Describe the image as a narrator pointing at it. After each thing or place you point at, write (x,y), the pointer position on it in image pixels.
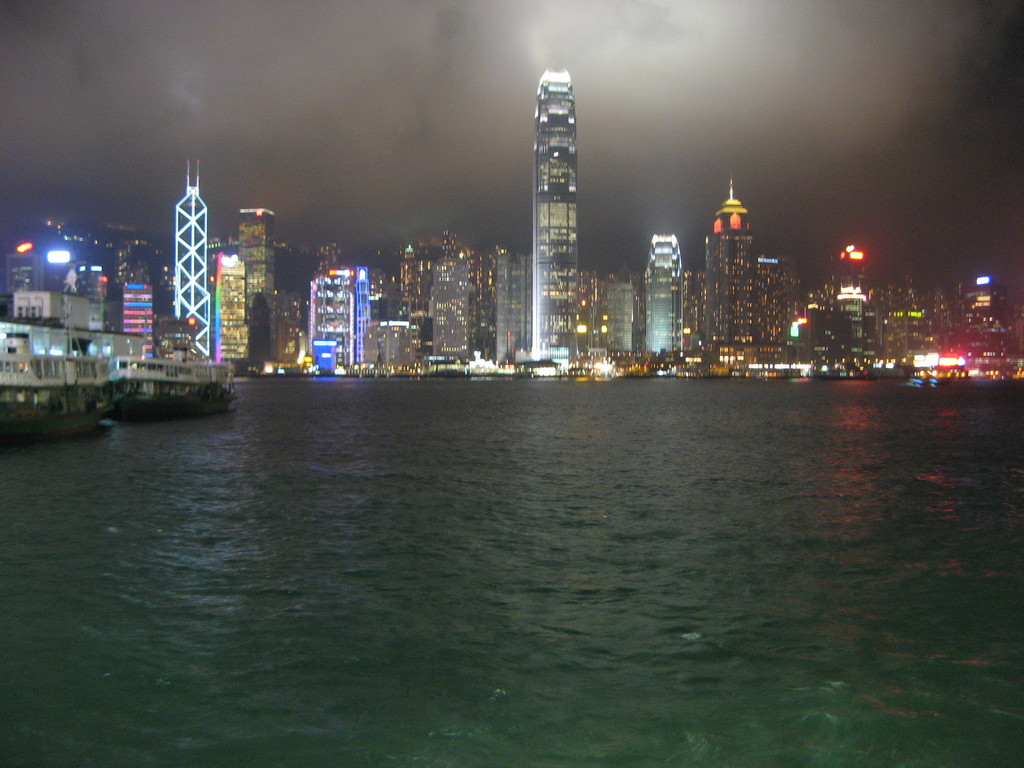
In this image I can see the water (538,543), few boats (128,372) on the surface of the water (447,547), few buildings (587,307) and few lights (538,326). In the background (324,159) I can see the sky (368,124).
